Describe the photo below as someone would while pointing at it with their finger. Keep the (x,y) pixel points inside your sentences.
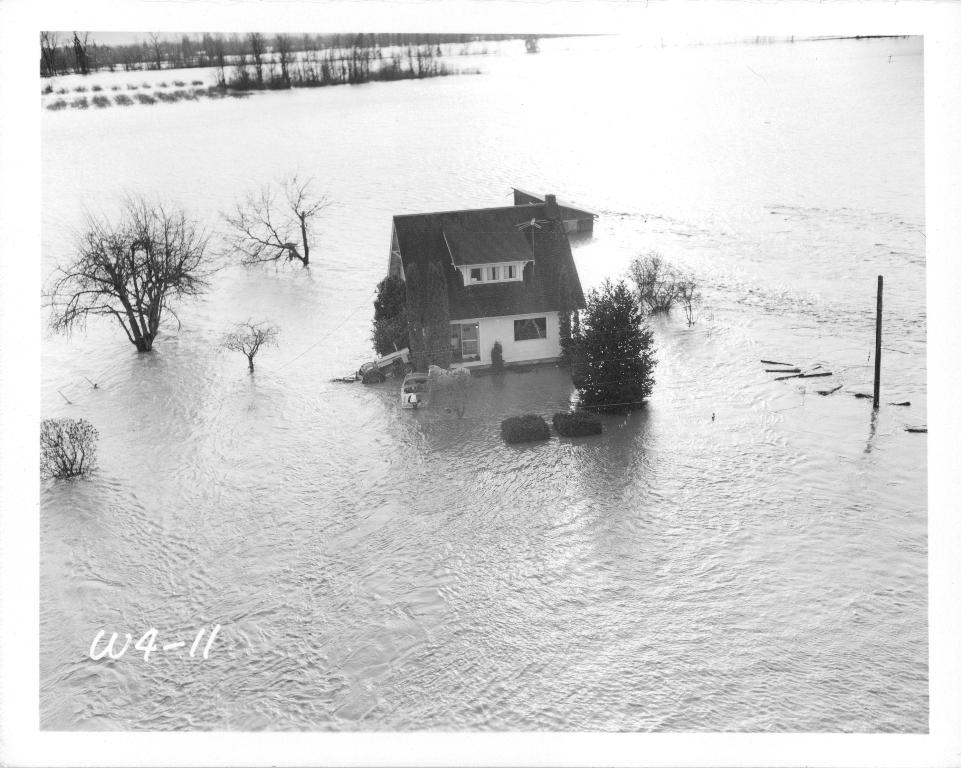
This image is a black and white image. This image is taken outdoors. In the background (176,65) there are many trees (147,70) and plants (334,61). At the bottom of the image (385,637) there is a river (469,687) with water (491,674). In the middle of the image (508,333) there is a house (497,279) with walls (512,356), windows (532,334), a door (468,353) and a roof (461,281). There are a few trees (387,325).
